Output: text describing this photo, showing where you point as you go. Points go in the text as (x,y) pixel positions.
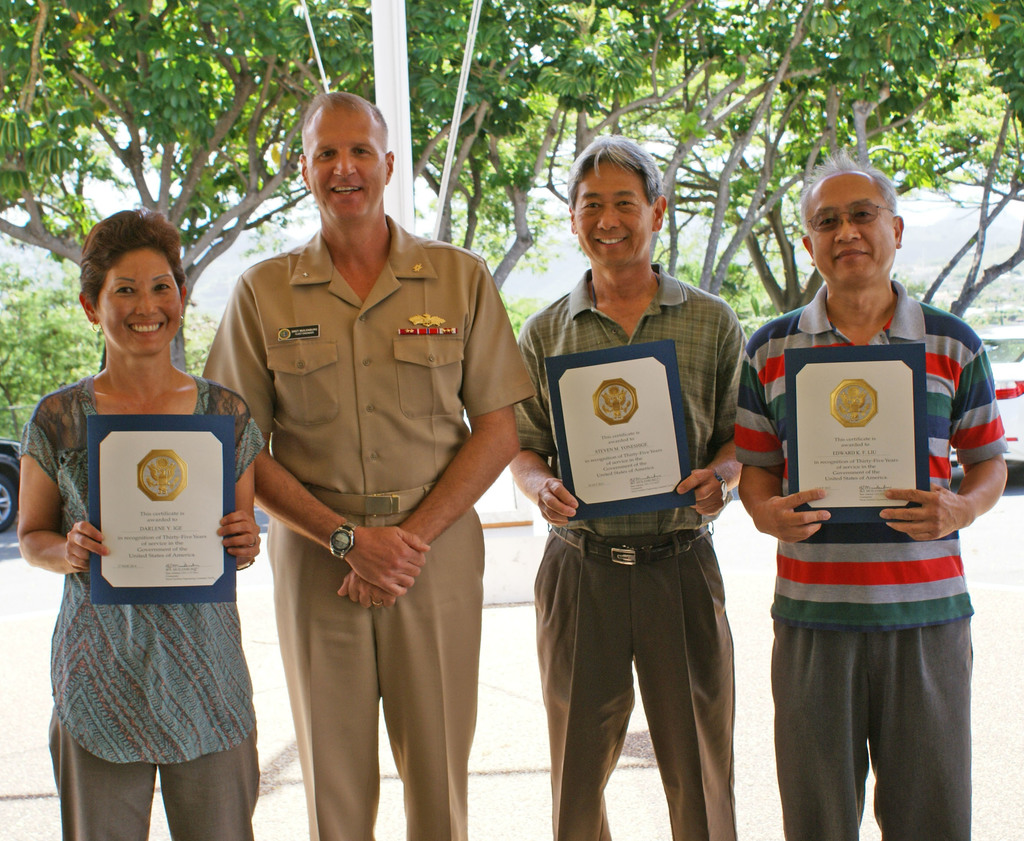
In this picture we can see four people (322,701) standing on the ground (524,696), they are smiling, three people (572,695) are holding mementos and in the background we can see vehicles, trees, pole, ropes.
